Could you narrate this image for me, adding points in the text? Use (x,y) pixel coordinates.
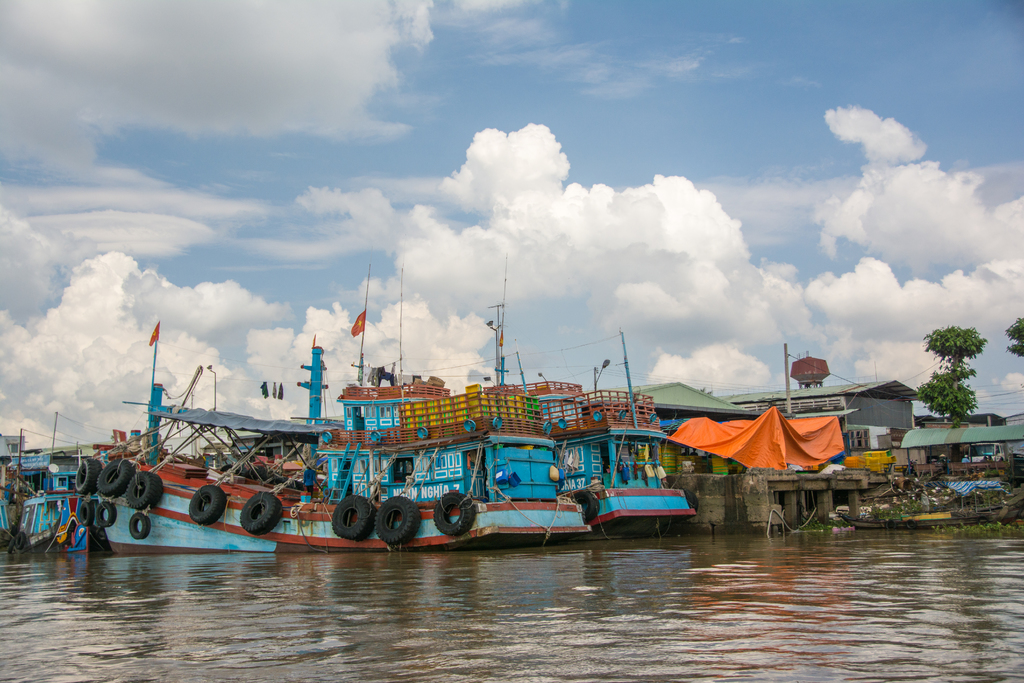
In this image I can see in the middle (448,452) there are blue color boats (487,497) in the water (598,624), on the right side (944,436) there are sheds (902,425) and trees (955,403). At the top (637,178) it is the cloudy sky (677,232), there are black color tubes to these boats (267,534).
